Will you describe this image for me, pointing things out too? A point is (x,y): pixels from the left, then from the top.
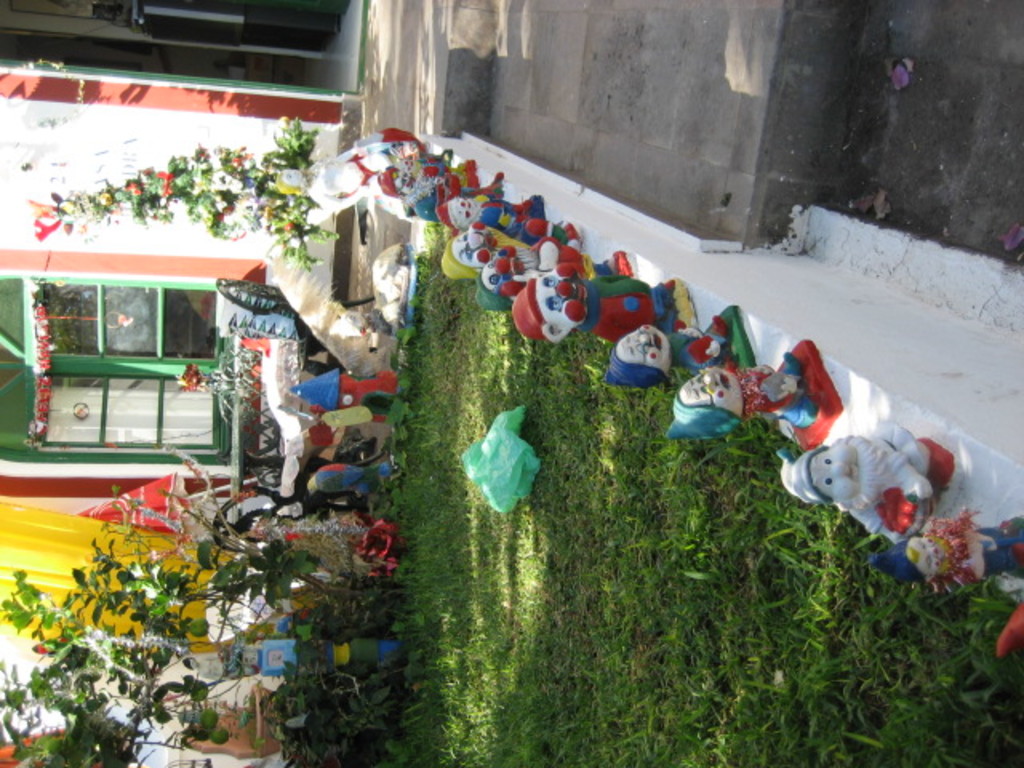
In this image we can see a wall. On the wall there are toys (899,501). On the ground (504,591) there is grass (534,653). On the left side (170,263) there is a building (123,295) with windows (128,335). Also there are toys (277,649), plants (295,579) and few other things (244,461). And there is green color thing (502,459) on the grass (461,506).
